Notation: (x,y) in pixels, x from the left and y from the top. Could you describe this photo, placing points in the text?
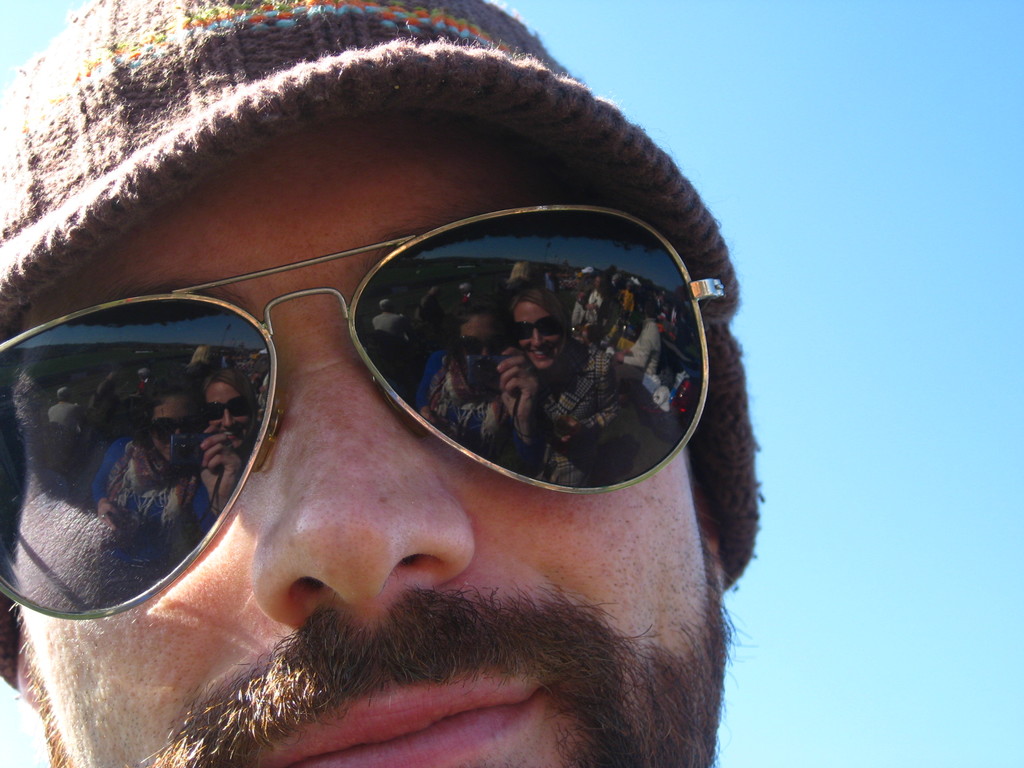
In this image, we can see a man (490,746) wearing goggles (109,421) and a hat (208,82). We can see the blue sky (848,182).
